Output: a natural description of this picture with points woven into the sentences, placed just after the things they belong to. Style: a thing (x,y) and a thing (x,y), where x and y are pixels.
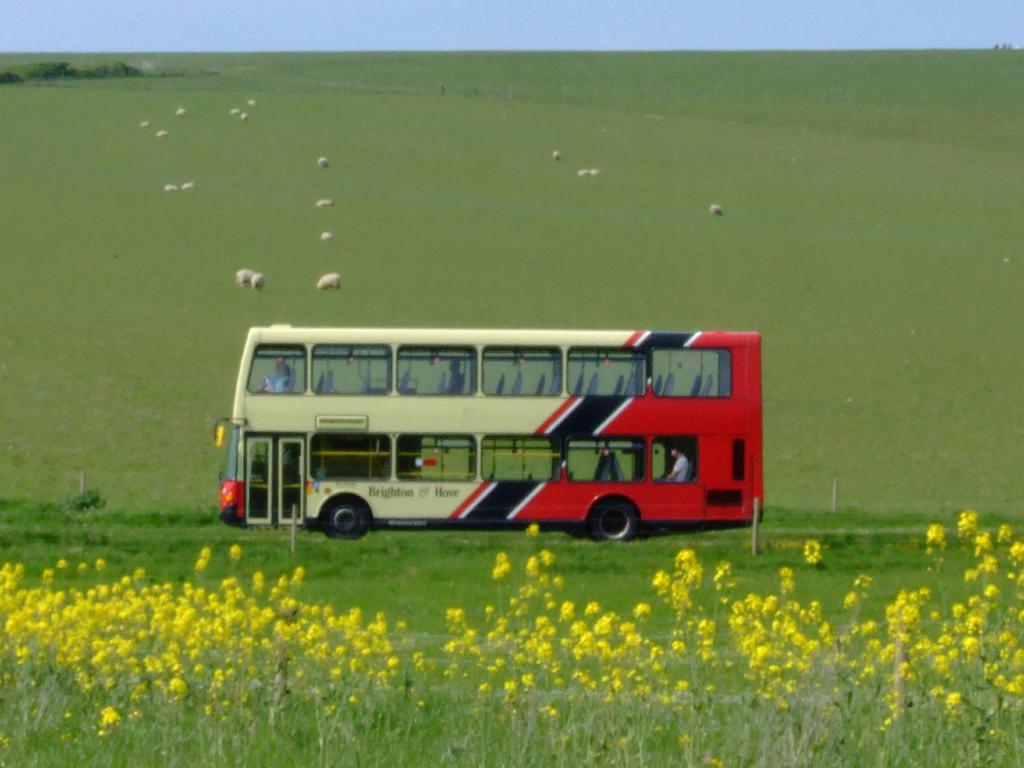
In this image we can see a bus (371,436), in the bus (302,378) there are some people (285,377), we can see some animals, flowers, plants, grass (299,284), poles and trees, in the background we can see the sky (478,24).
